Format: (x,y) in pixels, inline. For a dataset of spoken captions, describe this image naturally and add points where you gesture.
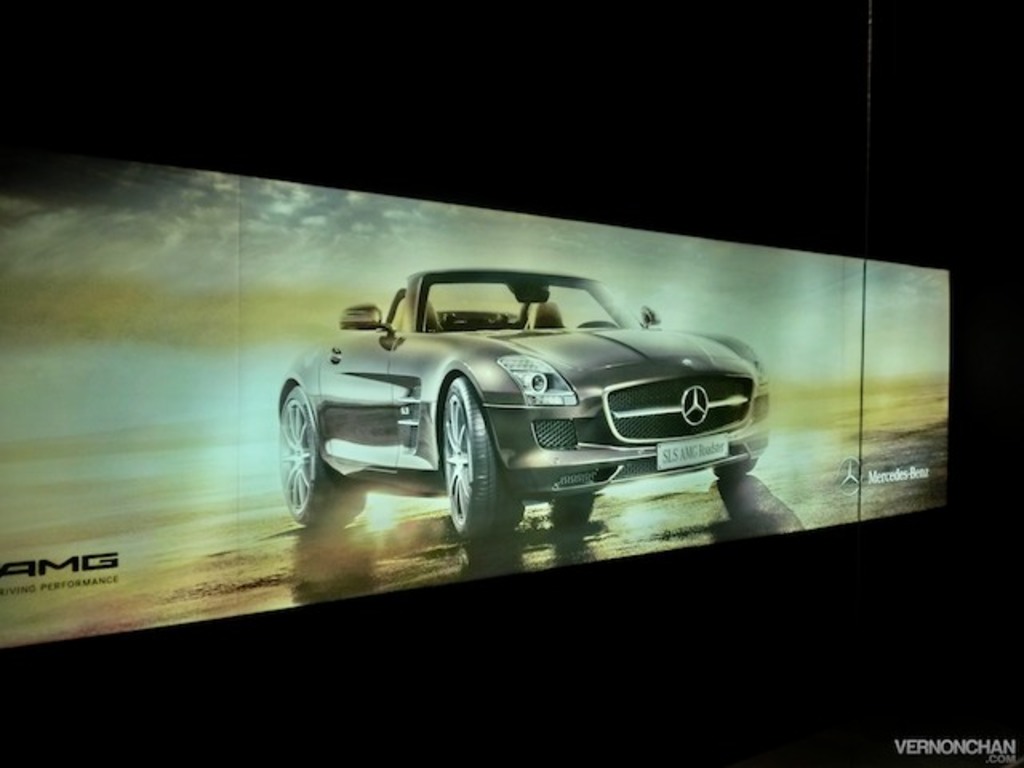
In this image we can see a display screen (750,426) in which we can see a car (750,393) on the road (27,541). We can also see some text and the sky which looks cloudy in this image.
